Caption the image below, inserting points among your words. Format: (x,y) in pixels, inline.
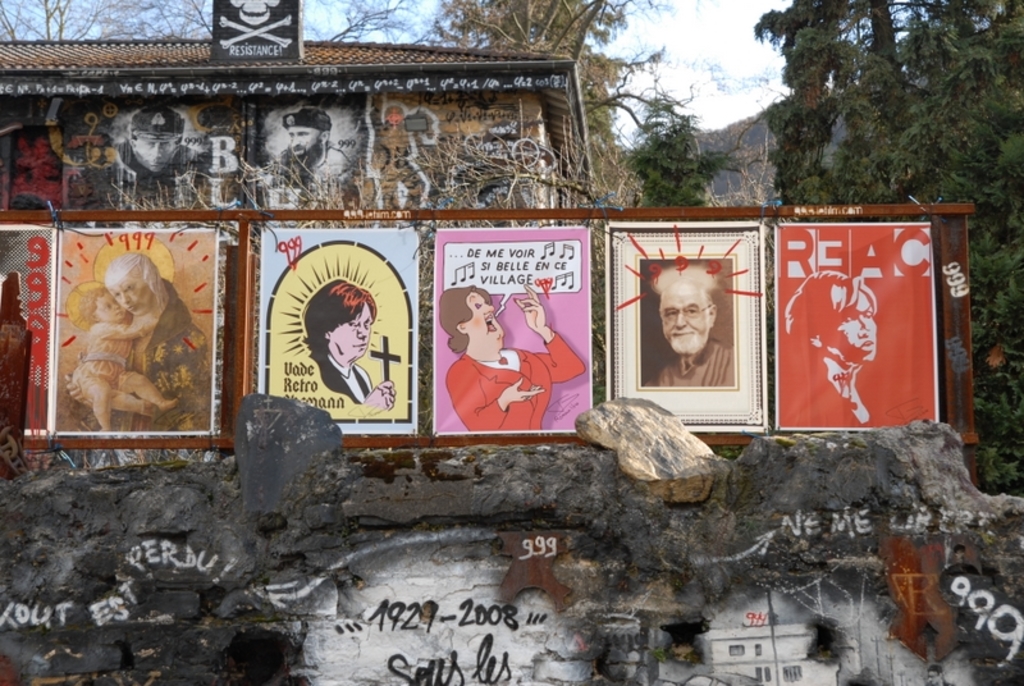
In this image we can see boards (494,377). At the bottom (299,617) there is a wall (302,607) and we can see graffiti (382,605) on the wall (672,601). In the background (523,152) there is a shed (158,121) and we can see trees (590,81). At the top (677,61) there is sky (695,88).
